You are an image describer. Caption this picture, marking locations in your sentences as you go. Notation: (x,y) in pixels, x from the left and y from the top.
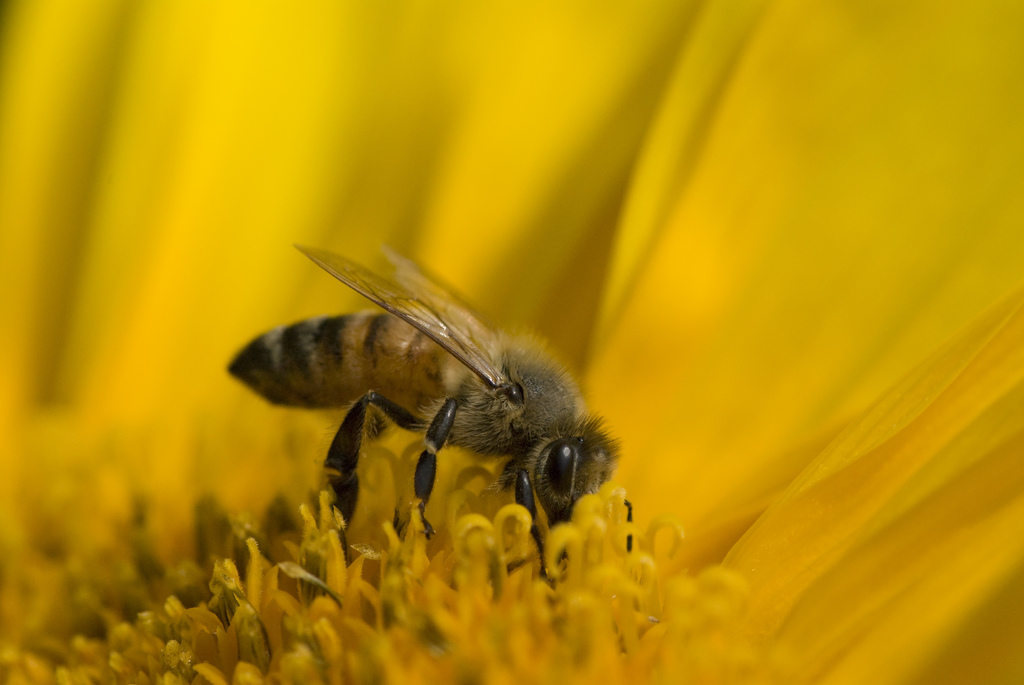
In the center of the image (488,362), we can see a bee (301,382) on the flower (817,424).
